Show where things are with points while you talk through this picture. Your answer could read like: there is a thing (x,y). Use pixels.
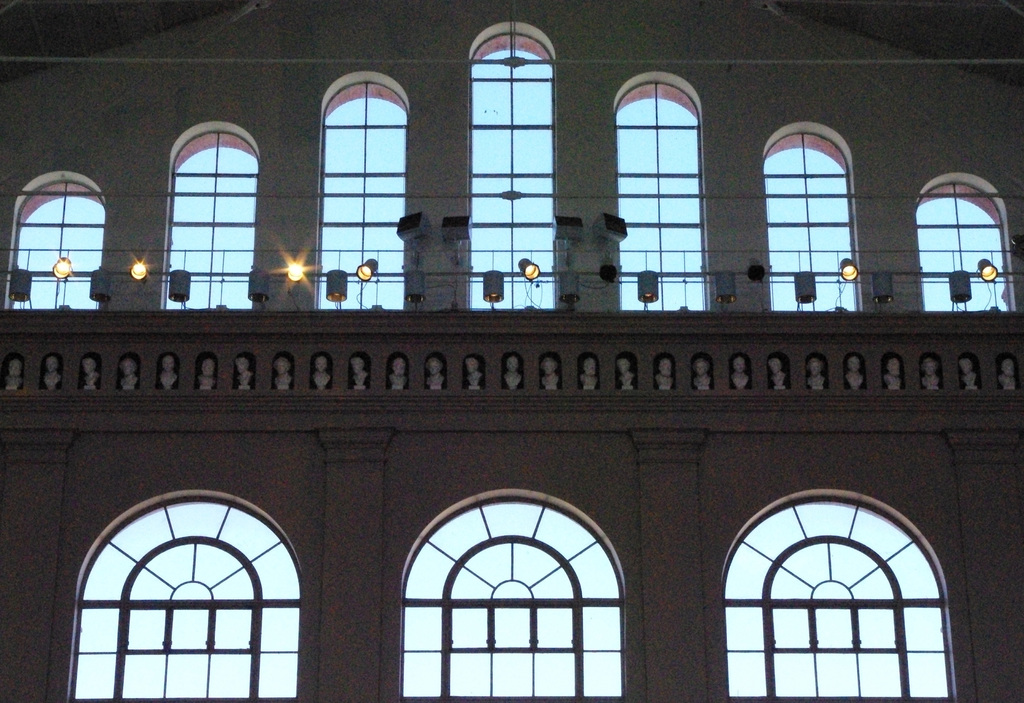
In this picture we can see a few rods (858,679), pillars (671,625), arches (154,539) and dome lights (951,275). This is an inside view of a building (413,327).
